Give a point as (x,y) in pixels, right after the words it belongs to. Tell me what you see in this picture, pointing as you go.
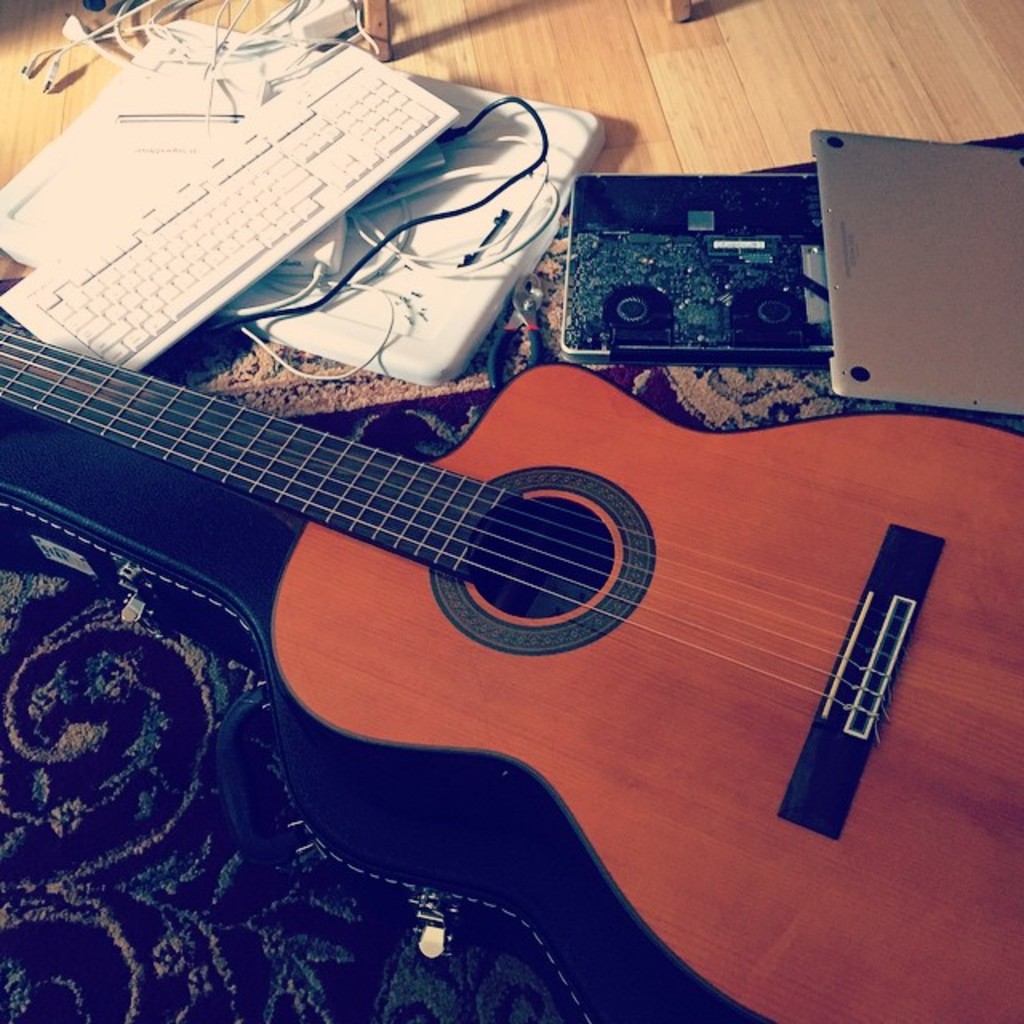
In this Image I see a guitar (341,601), keyboard (390,88), wires (149,31) and other equipment (556,220) and I also see the cloth (449,976).
